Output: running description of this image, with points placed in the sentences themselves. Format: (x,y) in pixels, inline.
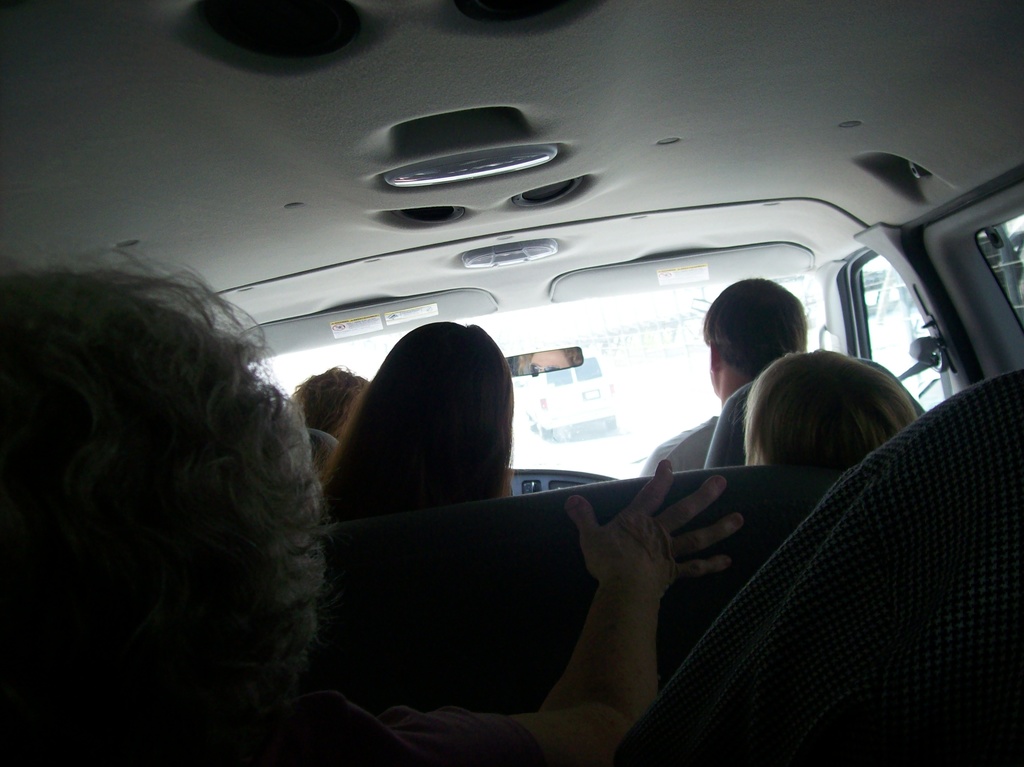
There is a group of people (489,360) sitting on a car (411,289). We can see in the background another car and road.
